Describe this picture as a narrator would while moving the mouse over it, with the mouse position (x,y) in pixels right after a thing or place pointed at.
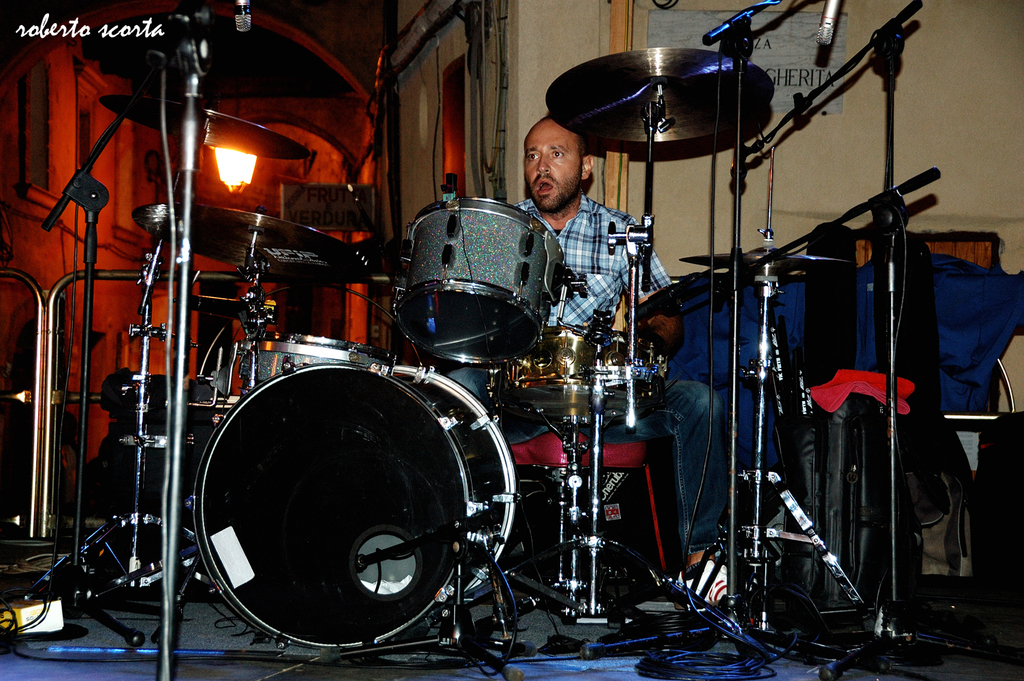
This picture is clicked outside. In the foreground (255,289) we can see the musical instruments (707,114) and the microphones (835,17) which are attached to the metal stands (191,82) and we can see a man (593,246) wearing a shirt (586,235) and sitting. In the background (826,91) we can see the text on the boards (814,112) which are attached to the wall (1018,133) and we can see the light (238,175) and many other objects (963,253) in the background (950,262). In the foreground (92,661) we can see the cables (97,649) and the metal rods (575,485). In the top left corner (112,33) we can see the watermark (48,28) on the image.
